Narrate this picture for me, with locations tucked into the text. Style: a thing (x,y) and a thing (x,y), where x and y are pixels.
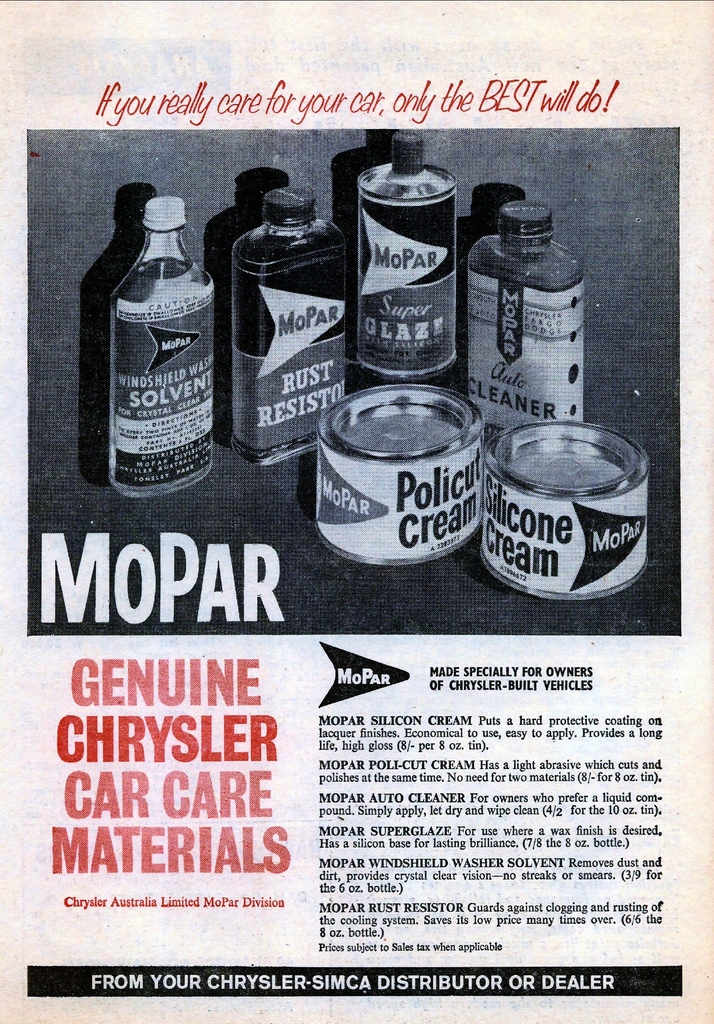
In the center of the image (367,638) we can see one poster (334,353). On the poster (557,442), we can see bottles (550,376), round shape boxes (410,432), some text (457,516) and a few other objects (357,658). And we can see some text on the bottles (450,348) and on the round shape objects (441,425).
